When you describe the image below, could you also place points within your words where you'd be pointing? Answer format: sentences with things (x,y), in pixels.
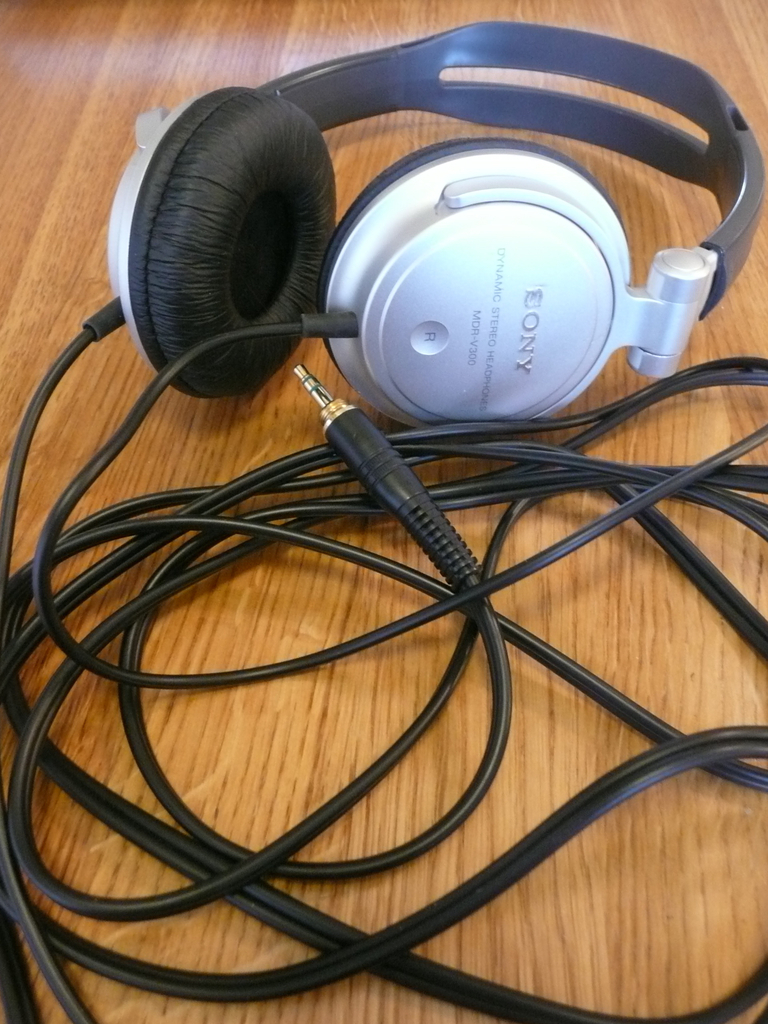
In this image, I can see a headset (527,344) with the wires (185,357) attached to it. This headset (293,280) is placed on the wooden table (190,87).
